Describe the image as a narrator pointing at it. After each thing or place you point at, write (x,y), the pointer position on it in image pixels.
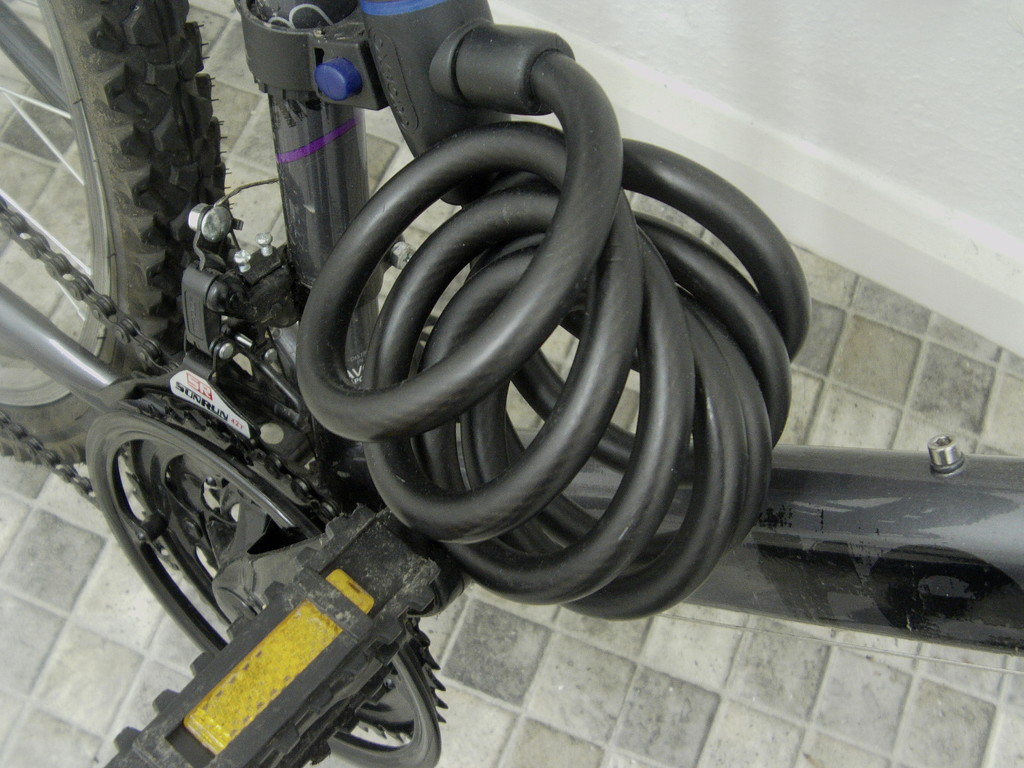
In this image, there is a cycle (131,387) and on the left side (123,314) there is a chain (110,313) and at the top left side (166,248) corner there is a tire (201,131).
